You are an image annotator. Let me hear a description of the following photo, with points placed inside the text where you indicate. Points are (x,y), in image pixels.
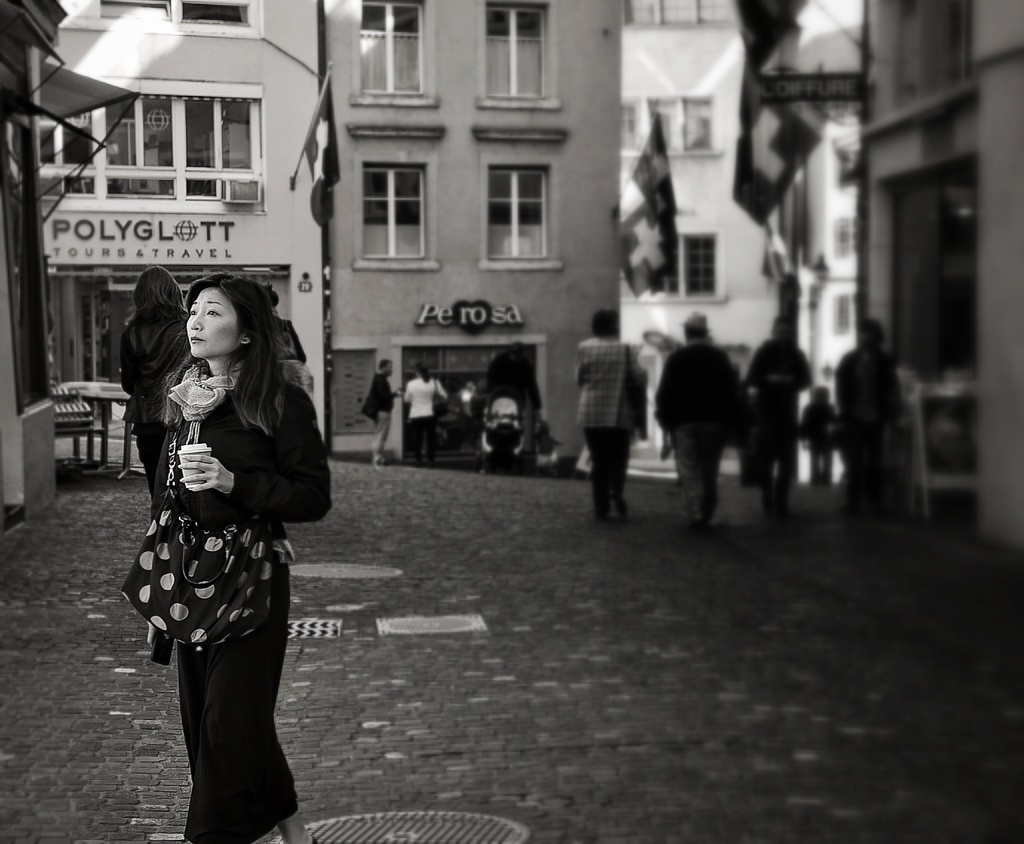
As we can see in the image there are few people (220,313) here and there, buildings (748,238), flags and windows (377,198).
